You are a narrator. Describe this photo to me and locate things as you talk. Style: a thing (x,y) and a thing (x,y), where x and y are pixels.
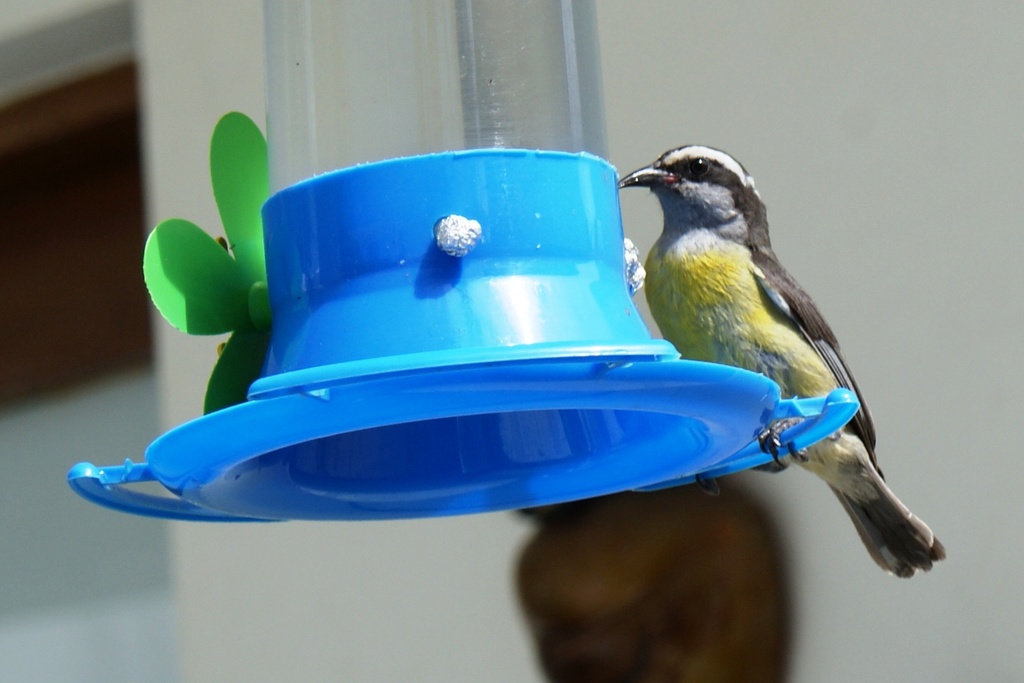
In this picture we can see a bird (823,393) on a blue object (455,407). We can see a glass (469,68) and a green flower (263,272). A wall (175,41) is visible in the background (175,41).
